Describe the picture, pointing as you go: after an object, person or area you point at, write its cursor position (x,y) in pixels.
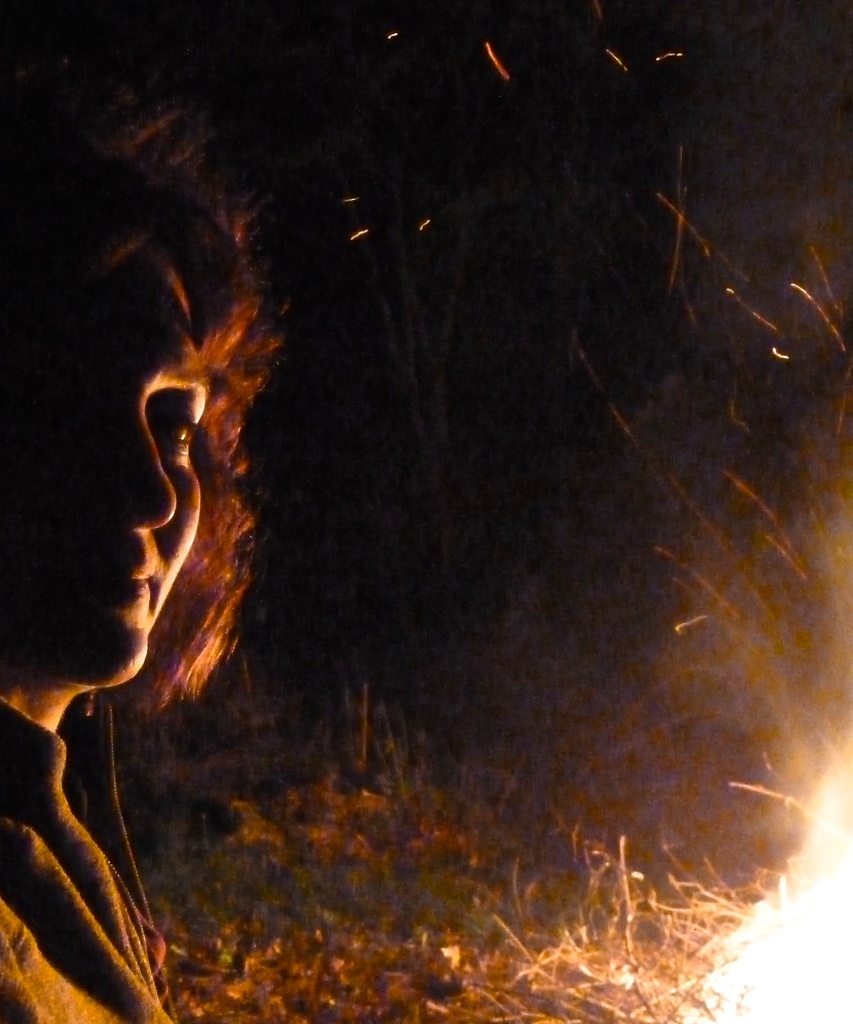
This is an image clicked in the dark. On the left side (76,752) there is a person (76,752) looking at the fire (821,949). In the bottom right-hand corner (807,956), I can see the fire (815,937). There are few sticks (596,883) and grass (382,857) on the ground (382,857). The background (467,395) is dark.
